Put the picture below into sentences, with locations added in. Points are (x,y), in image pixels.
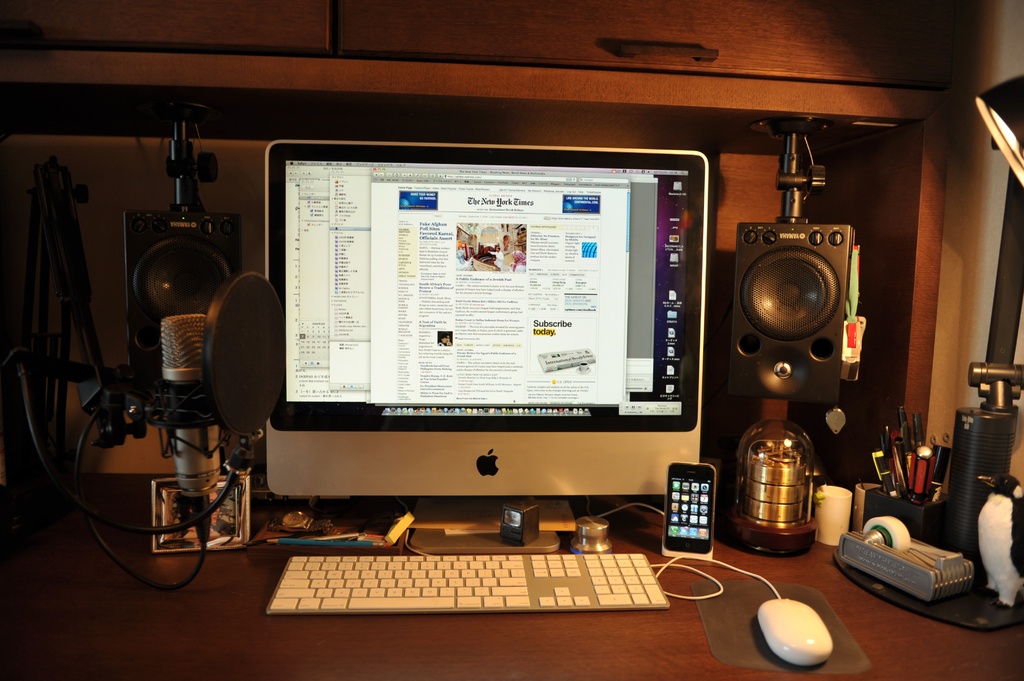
in this image there are so many thing (502,302) keeping on the table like speaker (753,298), pens (895,481), mouse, mike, watch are there and the background (920,362) is dark.
